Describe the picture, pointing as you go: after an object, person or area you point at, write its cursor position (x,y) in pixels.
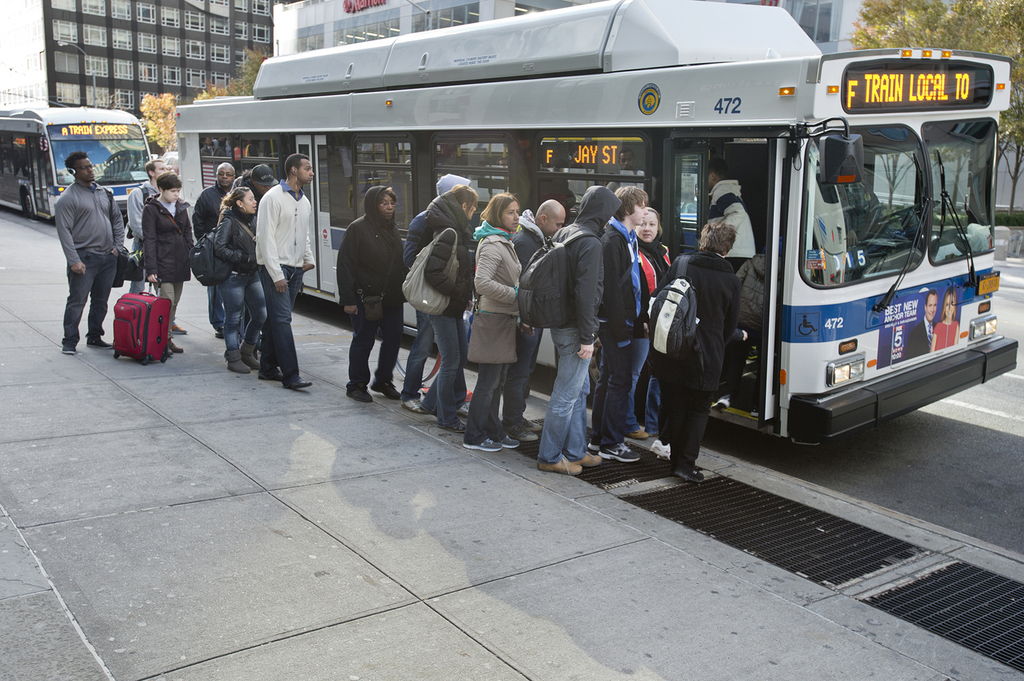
In this image I can see group of people (71,195) standing and I can also few vehicles (552,152). In the background (165,111) I can see few trees (215,89) in green color and I can also see few buildings (232,60).
